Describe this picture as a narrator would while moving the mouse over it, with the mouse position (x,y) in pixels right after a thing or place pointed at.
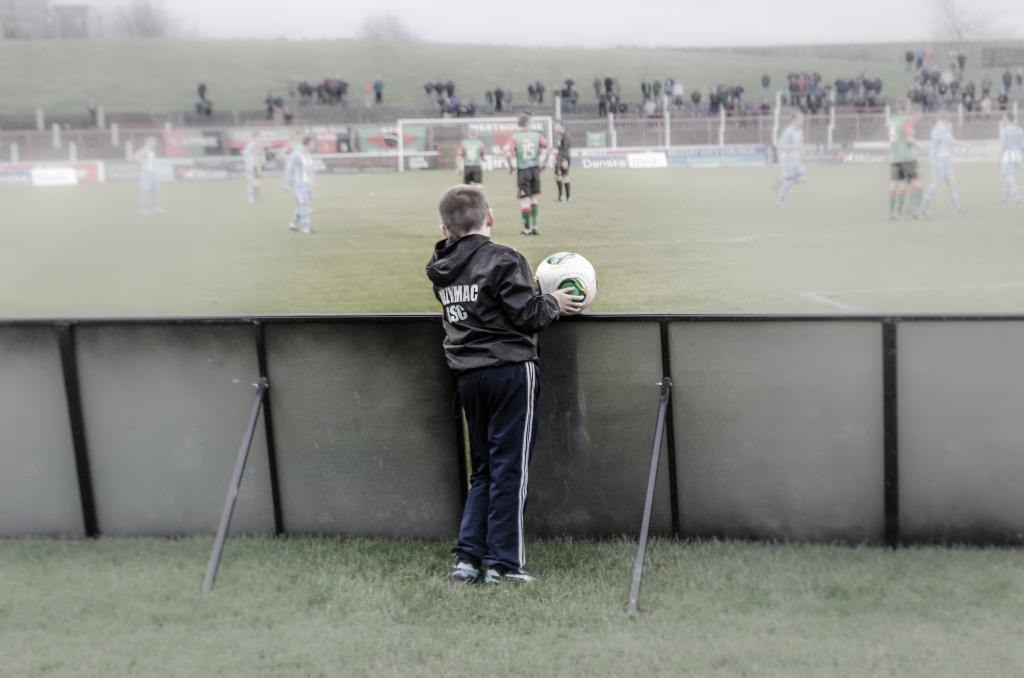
Here in the front (567,292) we can see a boy (468,502) with football (542,281) in his hand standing behind the barricades (662,353) and there are group of people (296,155) playing football (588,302) in the ground (513,186).
